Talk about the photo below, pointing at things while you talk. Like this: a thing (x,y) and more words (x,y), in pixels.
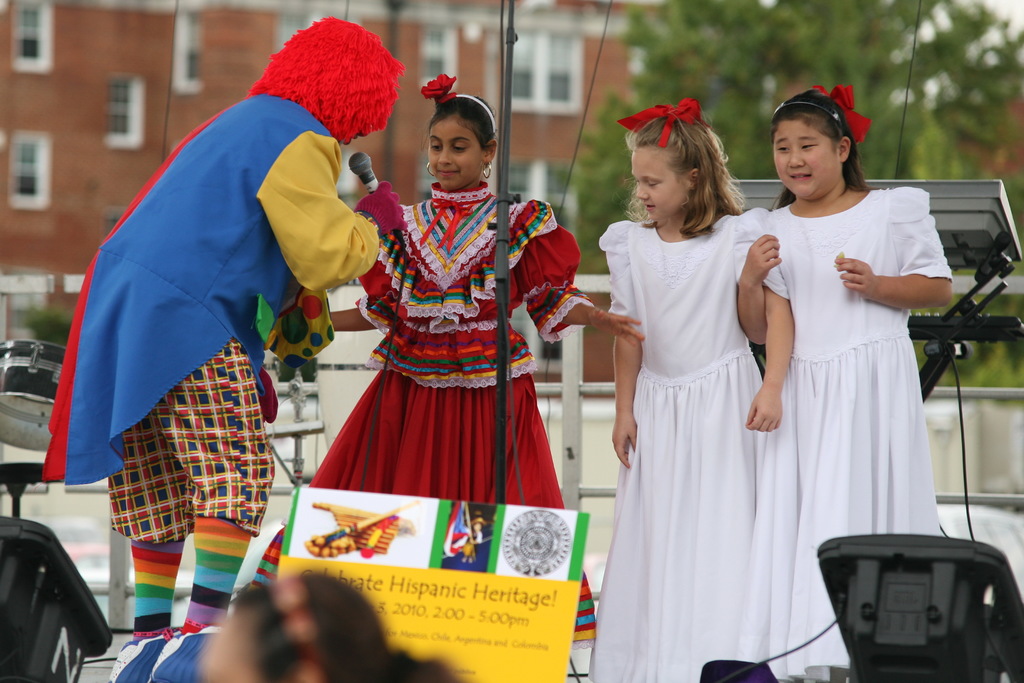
In this picture we can see three girls (357,325) and one person (184,222), he is holding a microphone (349,161). We can see board (453,610), devices (858,662), musical instrument (22,370), pole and fence (567,490). In the background (938,61) it is blurry and we can see tree (920,64) and building (526,125).
